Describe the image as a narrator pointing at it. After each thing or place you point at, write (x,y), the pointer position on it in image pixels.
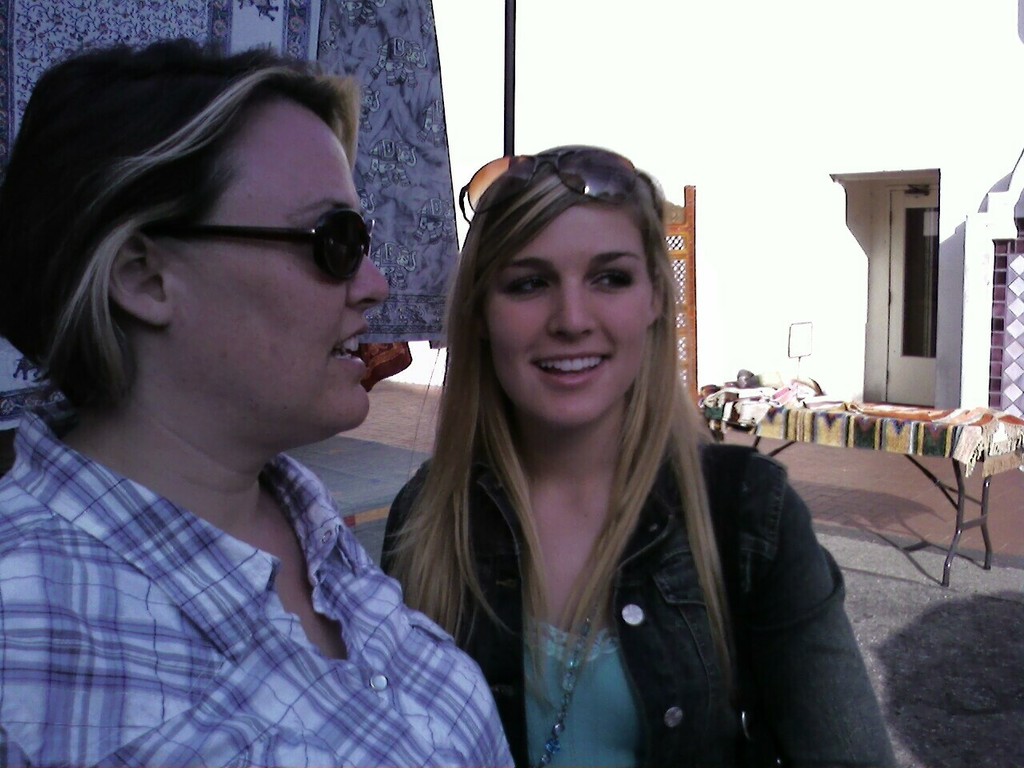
In this picture I can see two persons (231,348), and in the background (359,80) there is a table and there are some objects (324,56).
